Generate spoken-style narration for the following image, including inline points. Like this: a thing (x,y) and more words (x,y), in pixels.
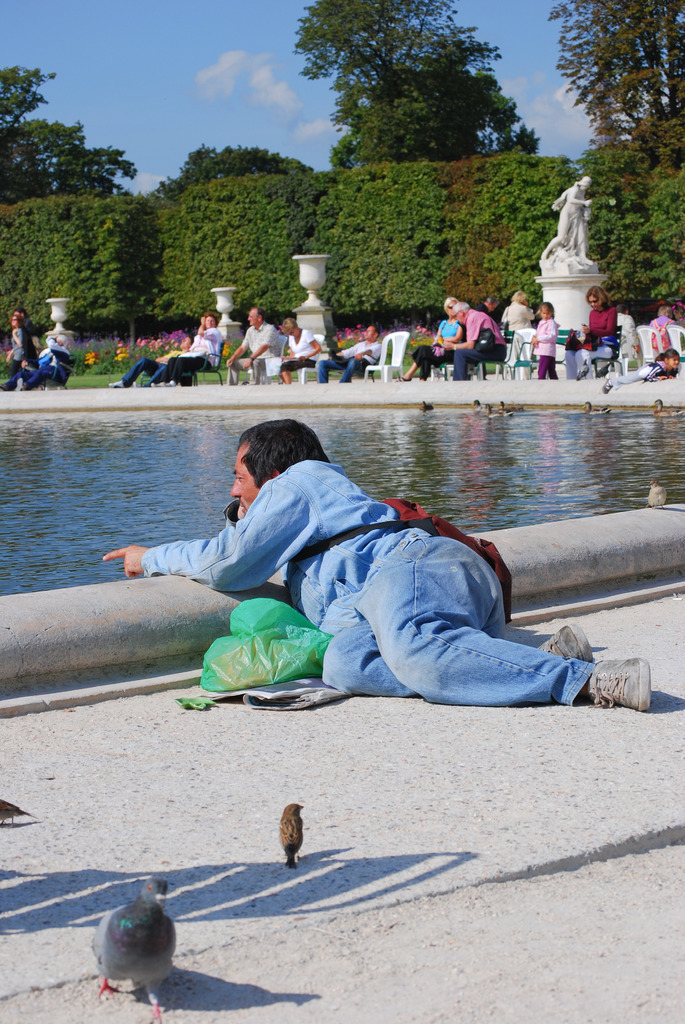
In this image we can see a person (345,573) lying on the ground (470,764). Near to him there is a packet (254,631). Also there are few birds (125,926) on the ground (275,743). In the back (489,440) there is water (473,409). There are many people (267,337) sitting. There is a statue (578,254) on a pedestal (553,298). In the background (188,229) there are bushes (369,233), trees (116,153). Also there is sky (142,73) with clouds (226,65).
